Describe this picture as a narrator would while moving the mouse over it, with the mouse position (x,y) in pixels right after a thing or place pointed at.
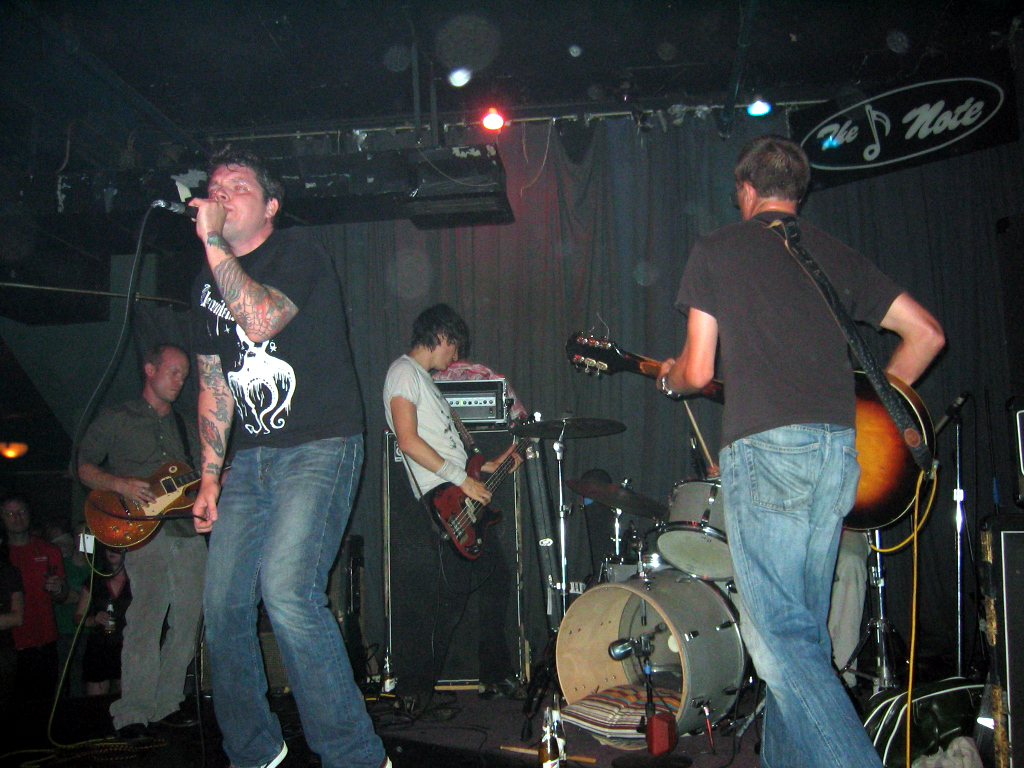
This image is clicked in a concert. There are four man (227,448) in this image playing music. In the front (275,518), the man (231,484) is singing. To the right (757,450), the man (764,499) is playing guitar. In the background (624,257), there is curtain (544,257) lights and band (617,560).
